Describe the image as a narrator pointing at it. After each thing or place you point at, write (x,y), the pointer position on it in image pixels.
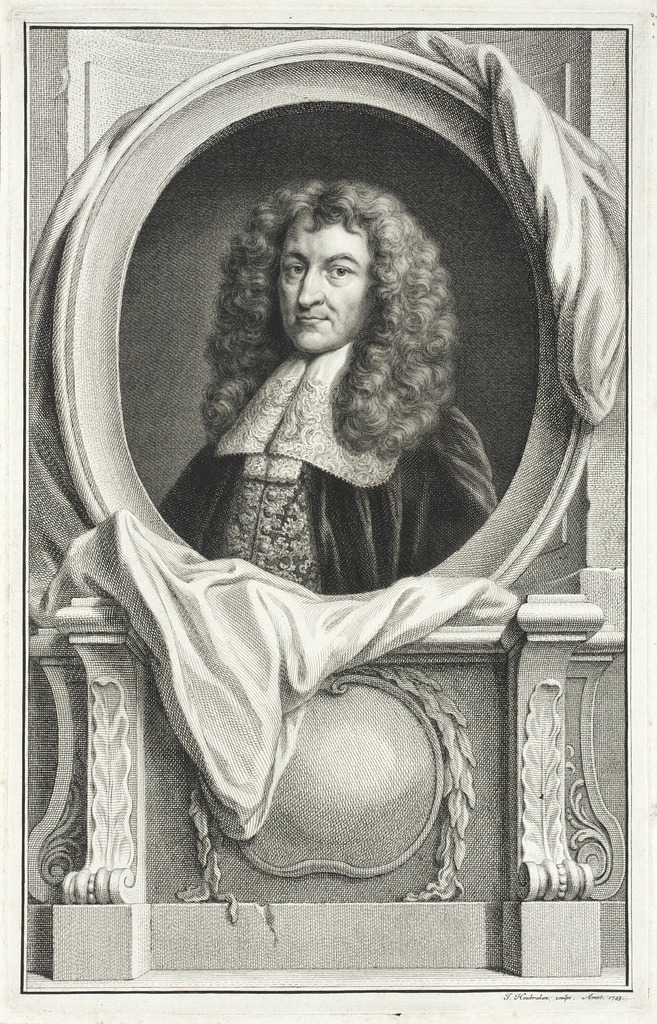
In the foreground of this black and white depiction image, there is a cloth (580,278) on a frame (296,83) which is near a wall (580,527).
